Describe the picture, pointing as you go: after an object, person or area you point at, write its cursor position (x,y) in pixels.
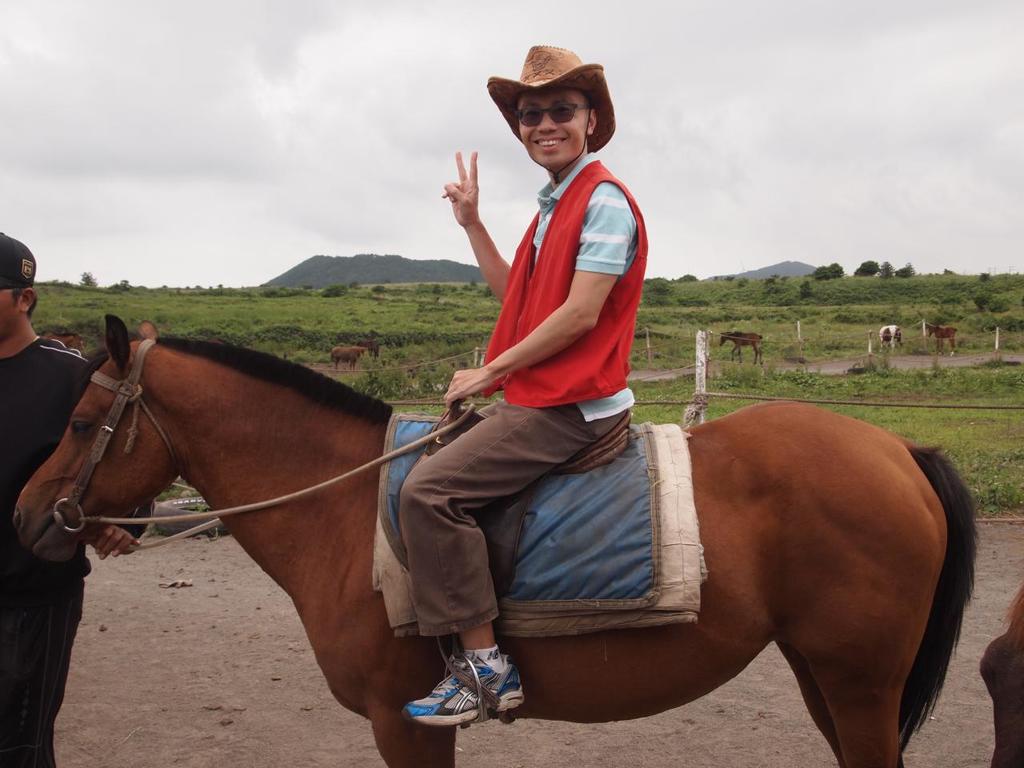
Here we can see a man (598,383) sitting on a horse (339,424) and he is smiling. There is a person (14,254) standing on the left side (14,755). In the background (57,283) we can see a grass (276,300), a hill (397,265) and a sky (330,169) with full of clouds (672,69).
